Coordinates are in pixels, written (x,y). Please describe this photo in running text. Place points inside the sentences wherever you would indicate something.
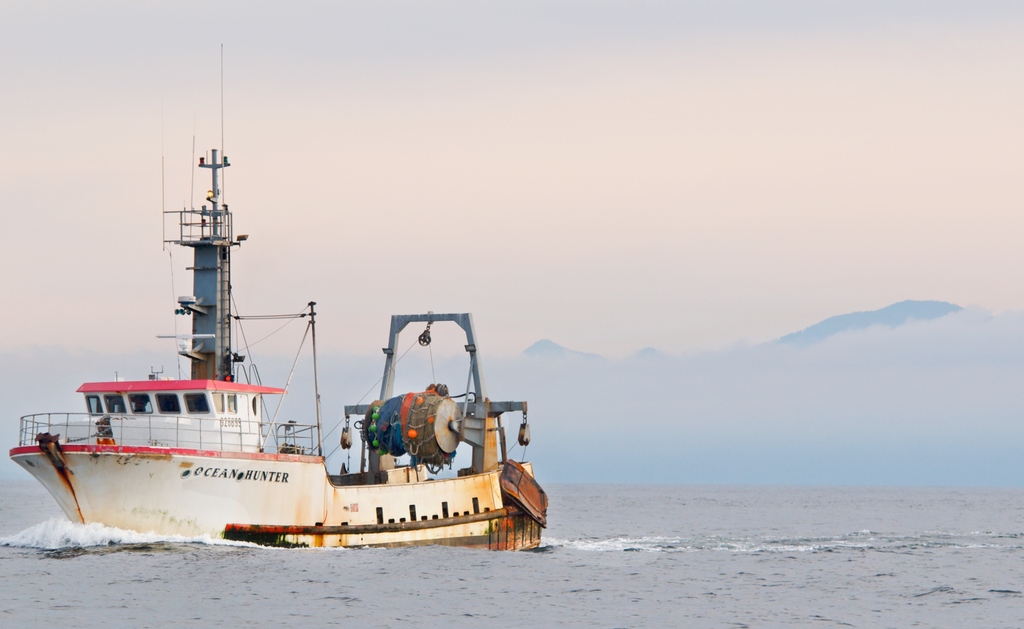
In this image we can see a ship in a water body (763,543). On the backside (731,459) we can see the hills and the sky (726,263) which looks cloudy.
